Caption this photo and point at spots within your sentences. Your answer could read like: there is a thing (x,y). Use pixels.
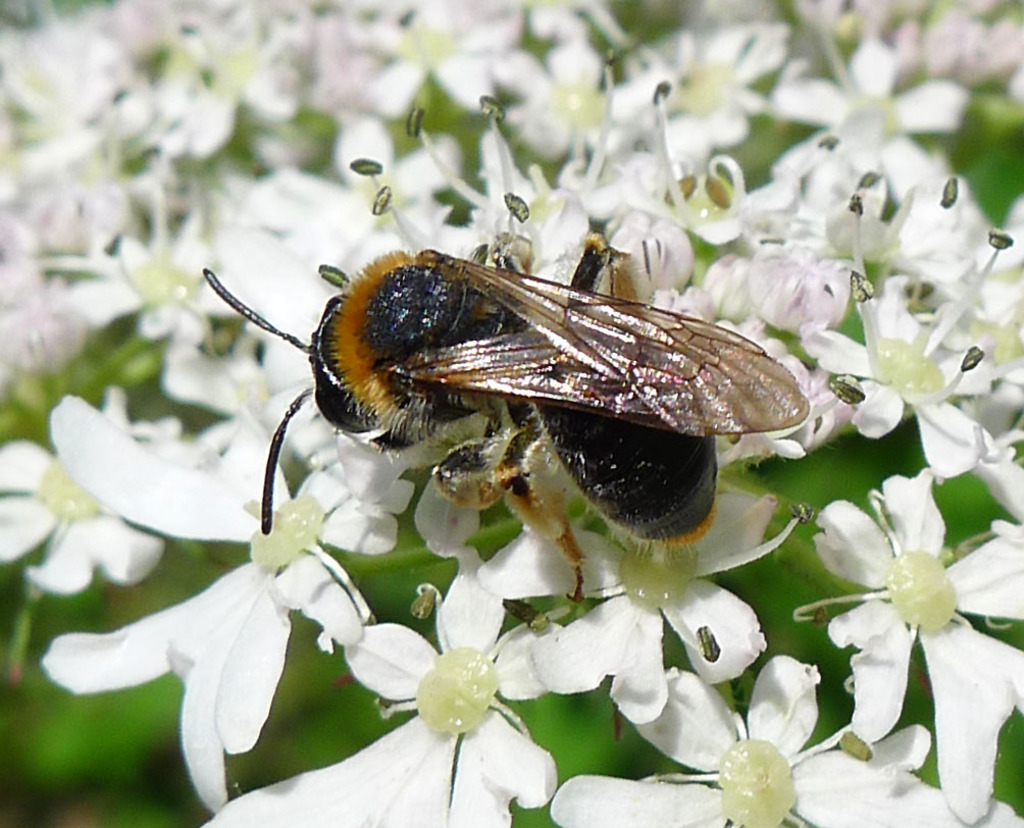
In this image I can see white colour of flowers (518,198) and a black colour insect (537,503) over here. I can also see this image is little bit blurry from background (31,62).
